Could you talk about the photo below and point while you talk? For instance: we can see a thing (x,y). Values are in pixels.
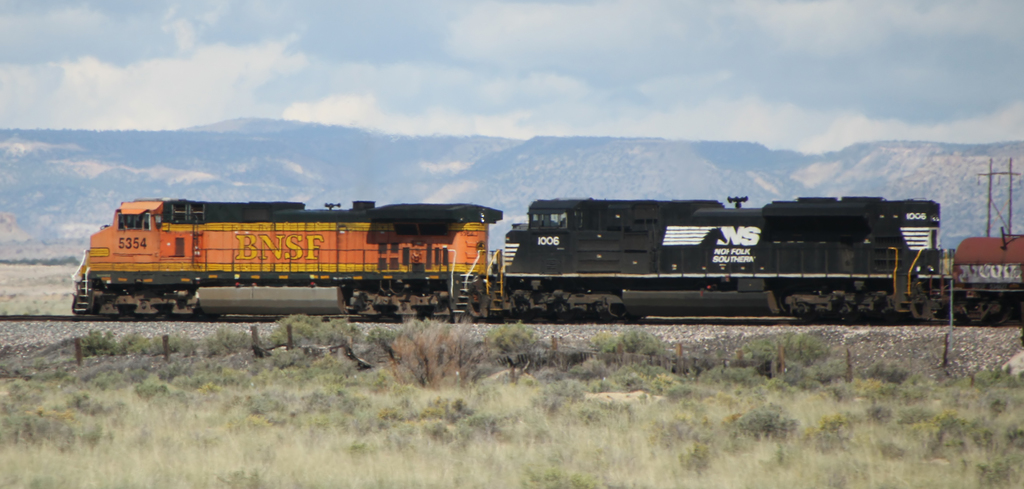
In this image we can see plants (220,390) and grass (333,442) on the ground (338,453), train (571,301) on the railway track (682,322), stones (781,333) and poles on the right side (703,333). In the background (337,146) we can see mountains (422,178) and clouds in the sky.
